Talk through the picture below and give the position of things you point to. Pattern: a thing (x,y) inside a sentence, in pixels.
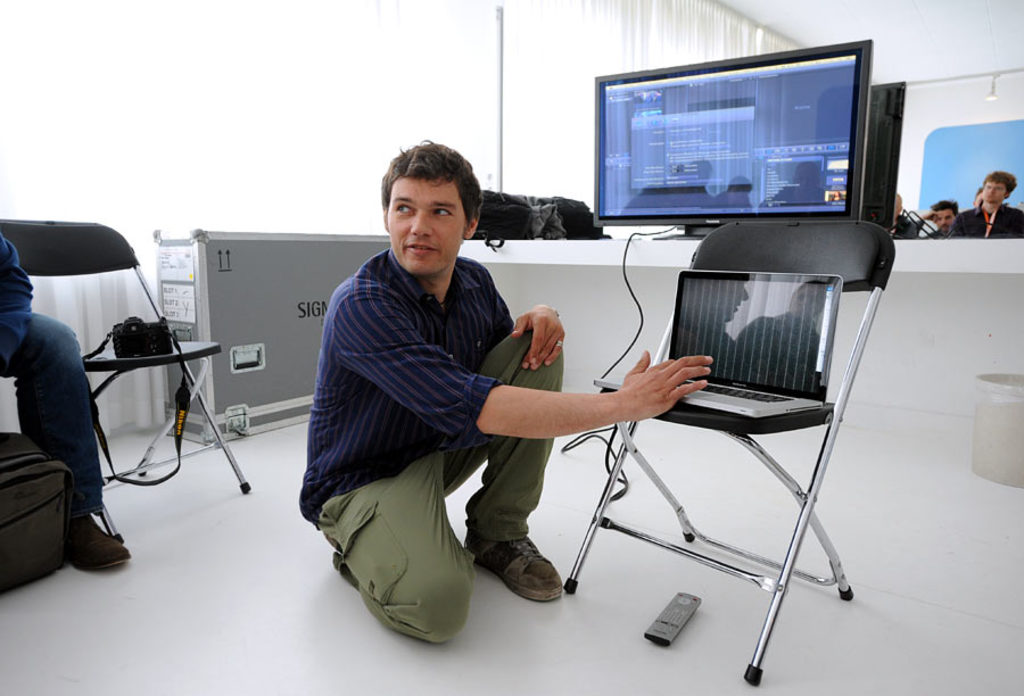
In this image there are people (428,399) and we can see chairs (183,351). There is a camera (132,352), bag (7,581) and a laptop (772,364). We can see a screen (685,221) placed on the table (904,266) and there are clothes (578,207). In the background (933,89) there is a wall (930,117) and we can see curtains (469,105). At the bottom (663,619) there is a remote (672,628) and a bin (995,434).
